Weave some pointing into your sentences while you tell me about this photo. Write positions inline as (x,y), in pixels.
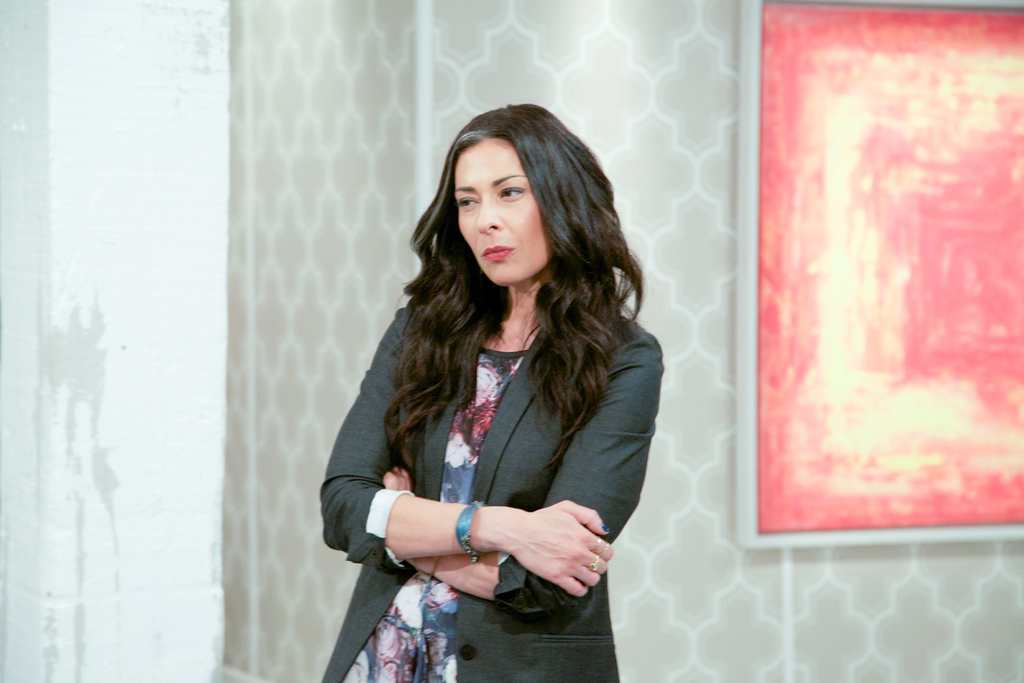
In this picture we can see a woman (559,127) standing. There is a frame (969,17) on the wall (737,564) on the right side (899,19).
